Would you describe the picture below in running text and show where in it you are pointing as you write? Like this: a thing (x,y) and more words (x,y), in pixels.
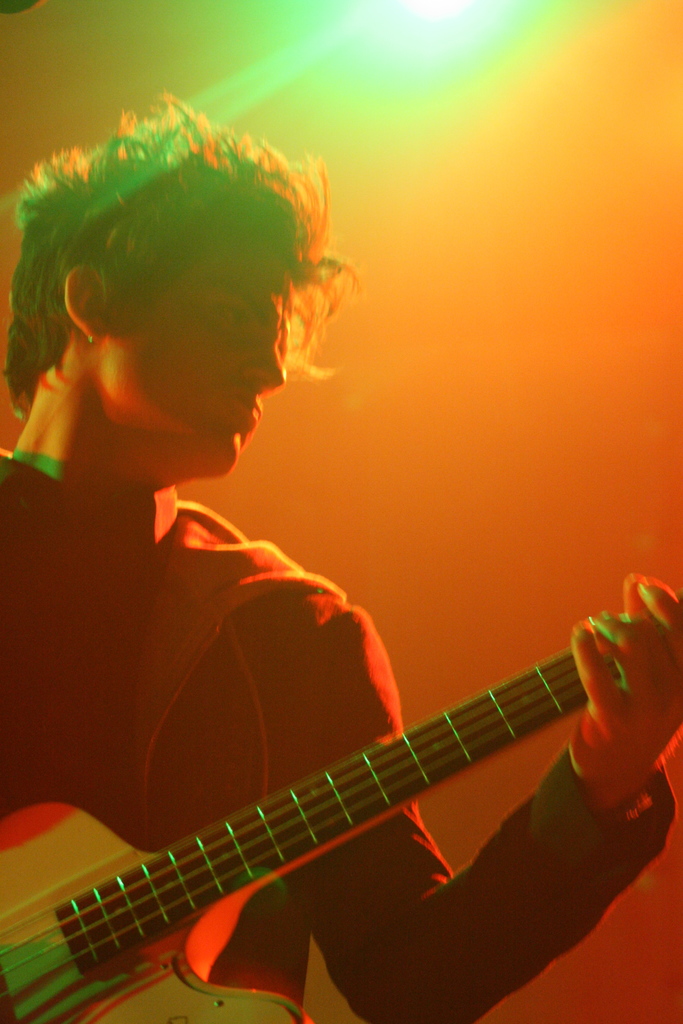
As we can see in the image there is a man (133,249) wearing red color shirt (190,663) and holding a guitar (286,811).
